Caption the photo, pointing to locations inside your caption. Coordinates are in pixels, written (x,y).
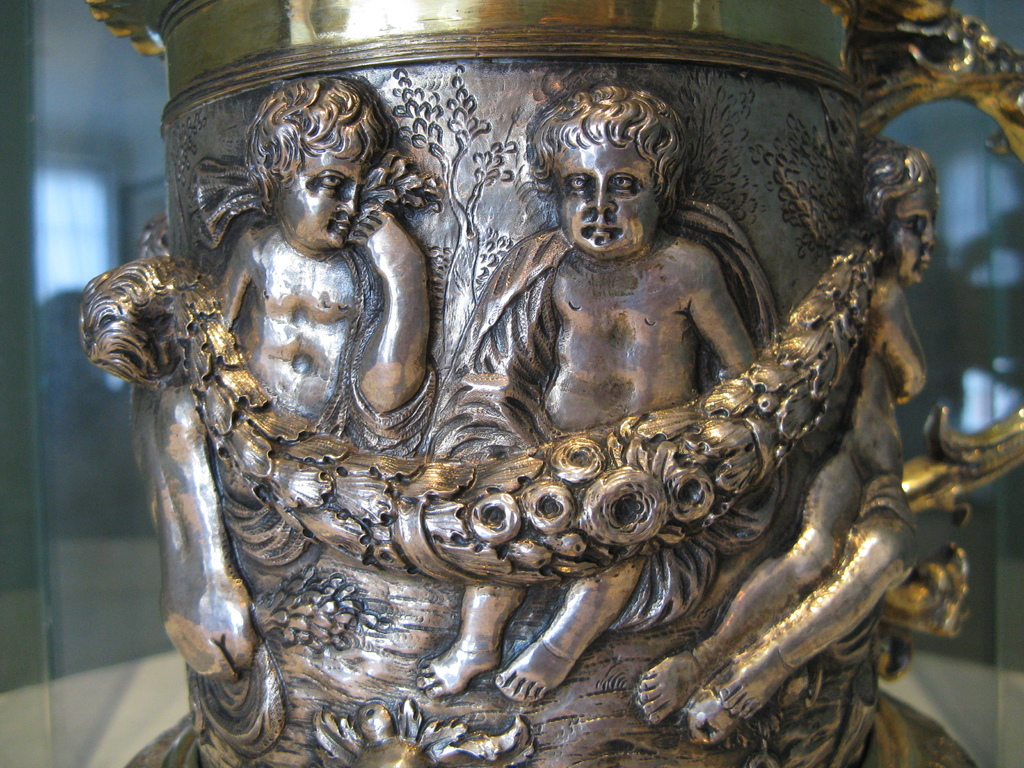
In the center of the image (410,281) there is a depiction of kids (639,128).
